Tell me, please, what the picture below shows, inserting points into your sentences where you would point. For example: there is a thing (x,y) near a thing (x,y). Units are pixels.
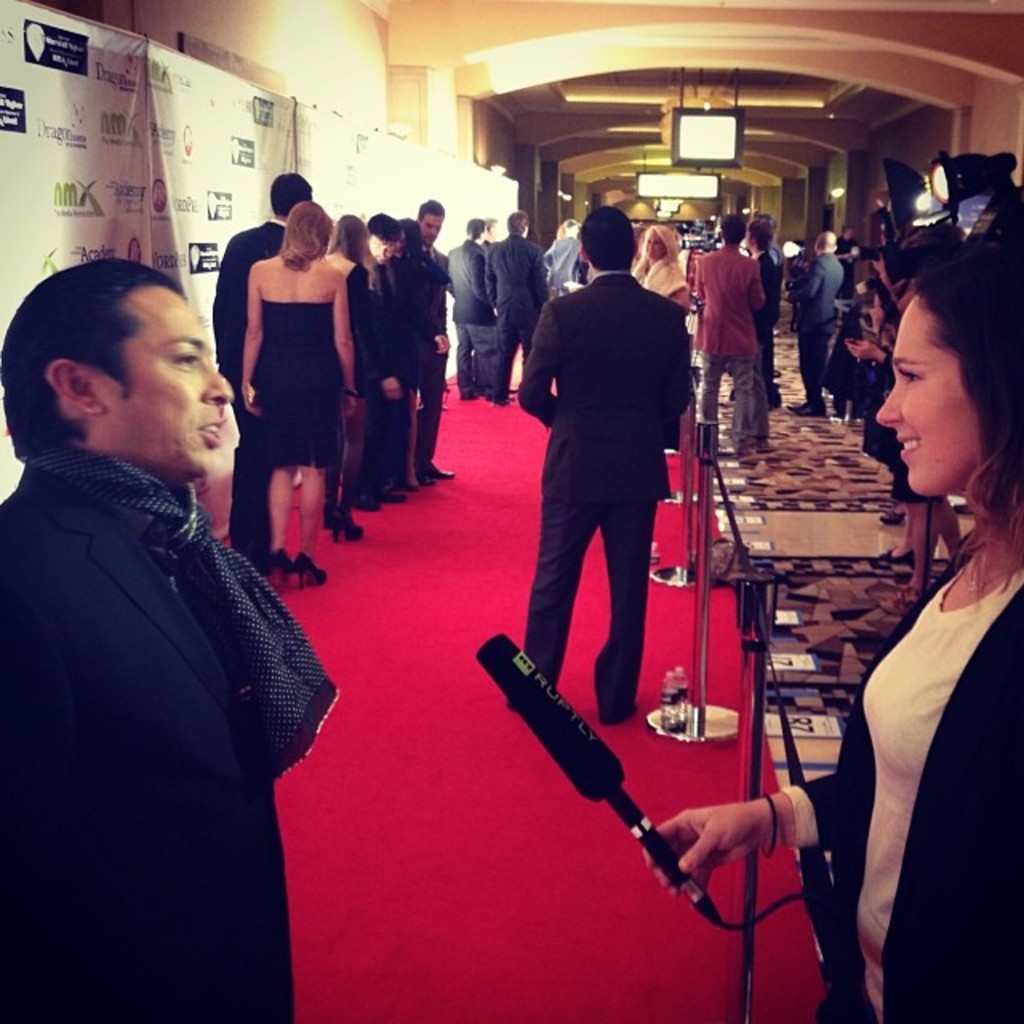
In the image we can see two persons (88,312) were standing and they were smiling and she is holding microphone (511,668). In the background (676,235) there is a banner (208,182), wall (1014,126), light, monitor (679,126), red carpet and group of persons (625,360) were standing.
